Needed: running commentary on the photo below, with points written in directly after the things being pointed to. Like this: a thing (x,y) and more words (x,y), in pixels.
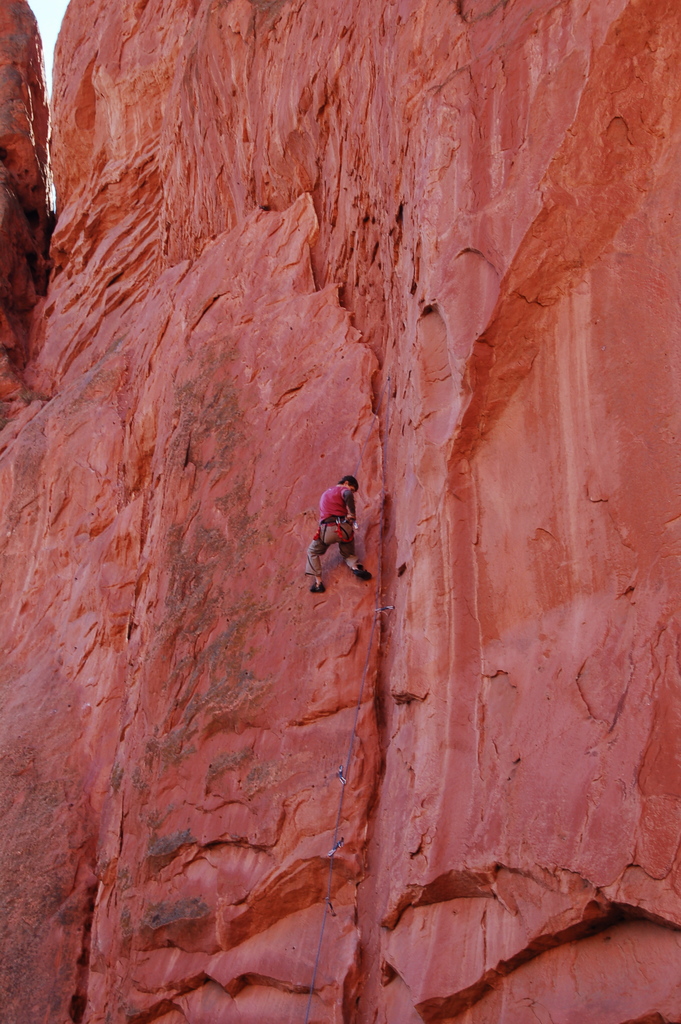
In this image, we can see some red rock hills (334,576). We can also see a person (360,568).
